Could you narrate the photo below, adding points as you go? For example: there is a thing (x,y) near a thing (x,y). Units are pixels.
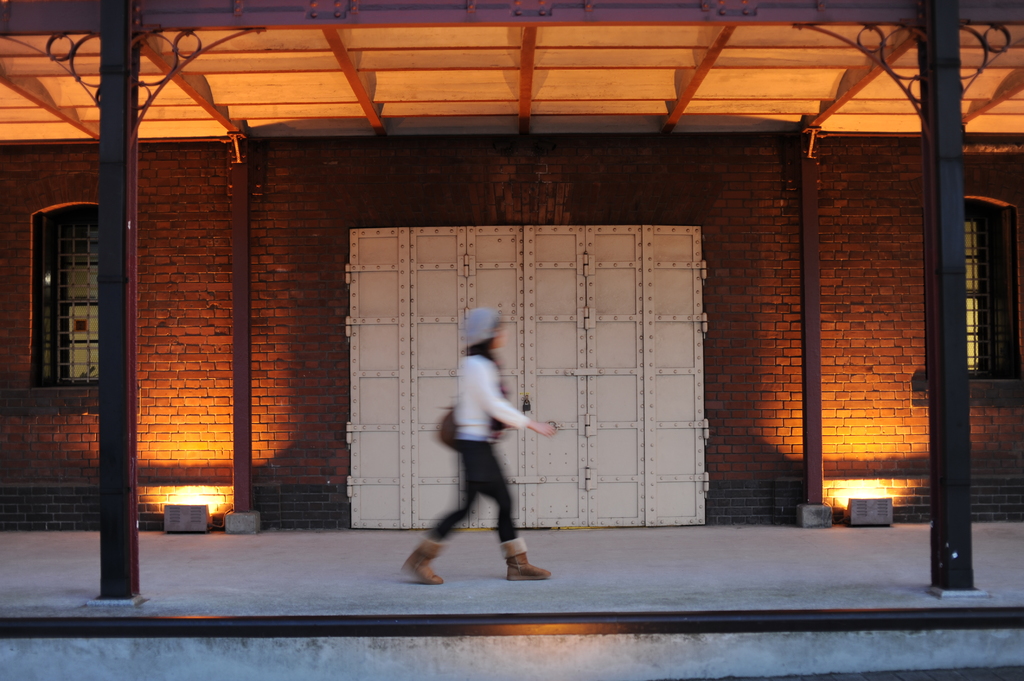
In the Image, we can see a person (492,356) whose picture is blurred and the person (470,422) is wearing a white top (476,425) and a black jeans (491,482). In the background (276,252) we can see a red colored brick wall (344,250) and there are lights (871,500) and windows (967,316) on the either sides.
